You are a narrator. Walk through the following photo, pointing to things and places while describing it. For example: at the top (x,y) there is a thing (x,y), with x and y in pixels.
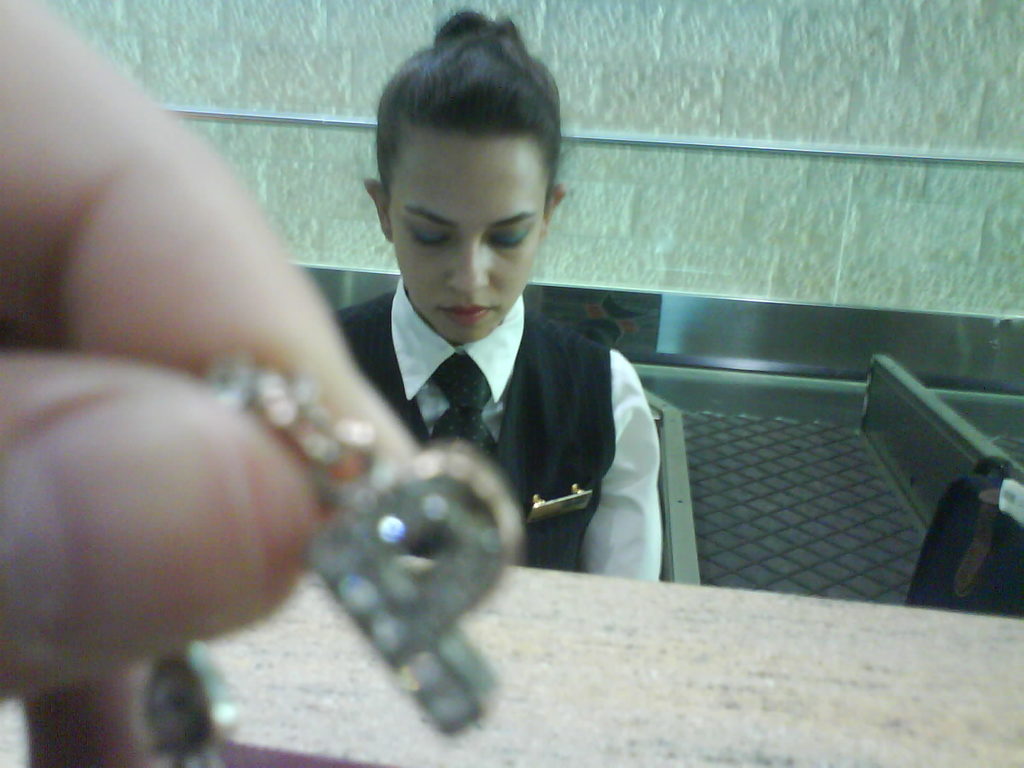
This image is taken indoors. In the background (330,68) there is a wall (794,180). On the left side of the image (226,593) a person (208,635) is holding a locket (354,568) in the hand (218,462). In the middle of the image (537,468) a woman (628,514) is sitting on the chair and there is a table (687,731).
